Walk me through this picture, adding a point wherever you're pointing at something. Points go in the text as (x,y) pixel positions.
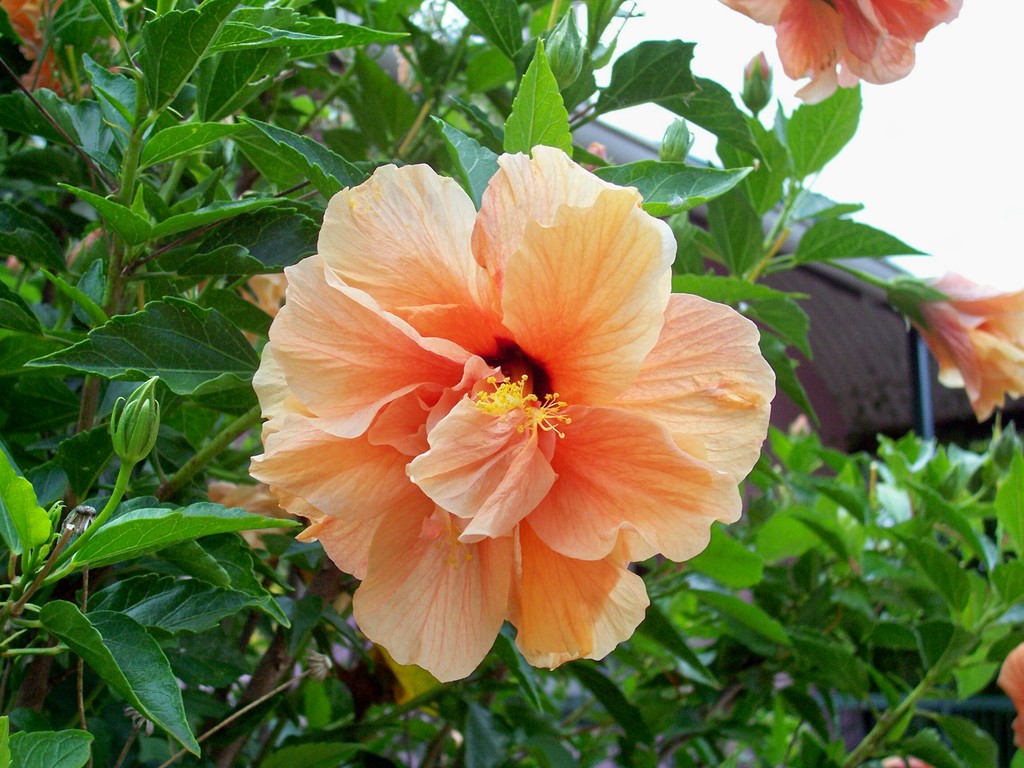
In this image there are plants (276,517) and we can see flowers (697,420) on it.
